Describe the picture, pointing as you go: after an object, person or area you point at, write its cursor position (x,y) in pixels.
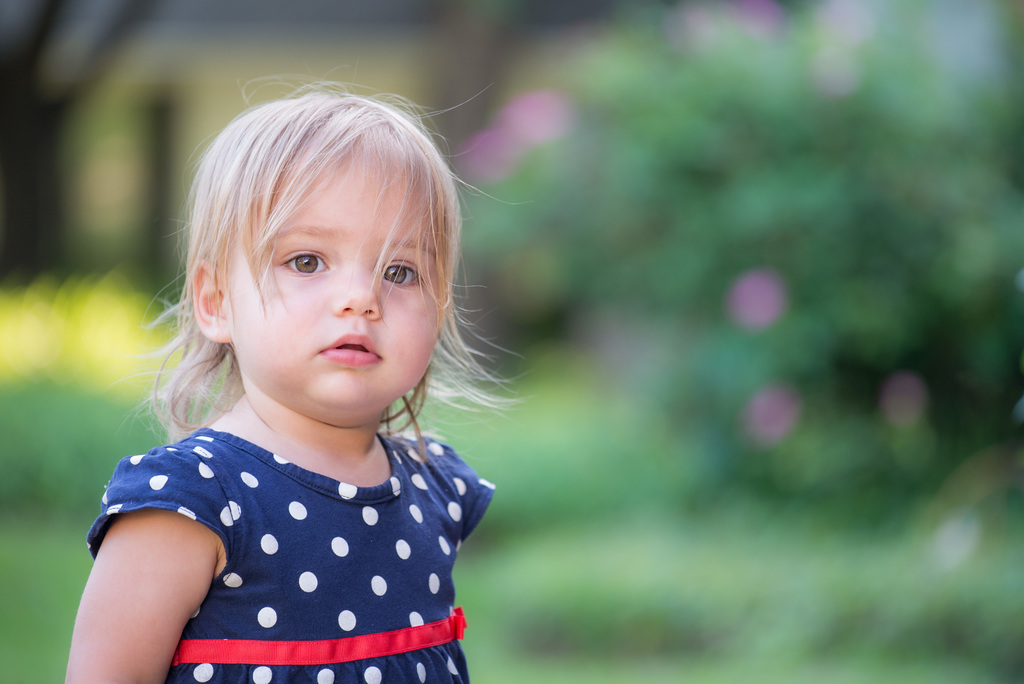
On the left side (153,601) a little cute girl (447,576) is there, she wore dress (374,594).
